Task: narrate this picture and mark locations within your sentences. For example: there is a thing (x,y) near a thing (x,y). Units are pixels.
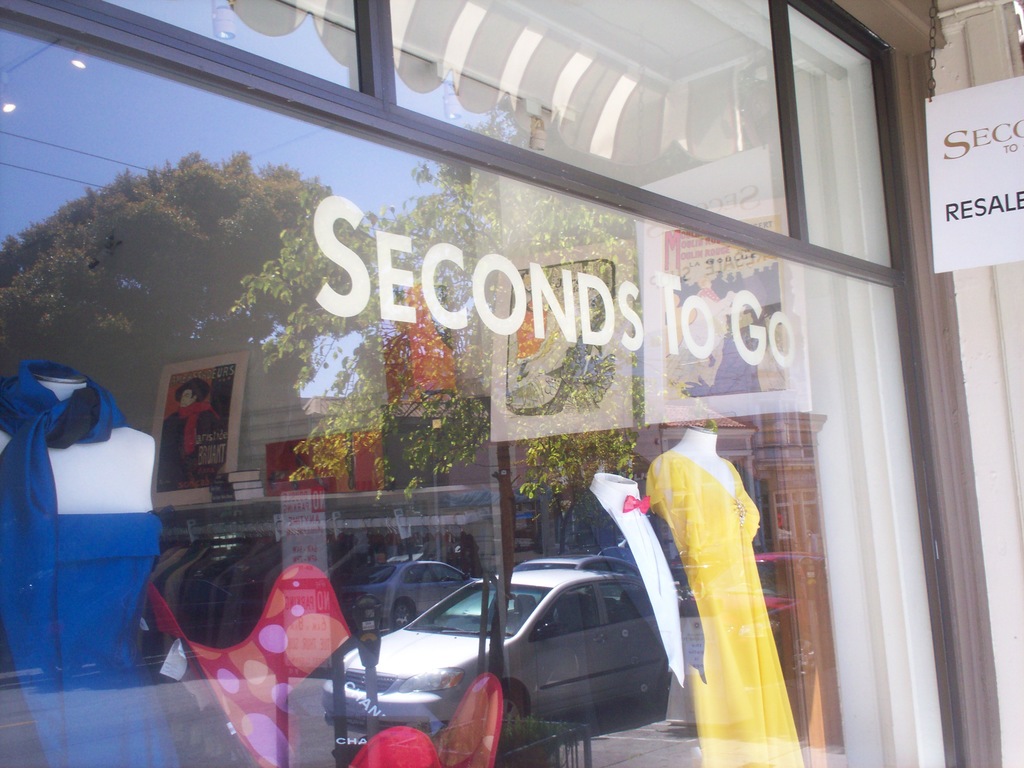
In the image there is a store front (209,561) with mannequins (644,524) behind the glass (582,485) and car reflection (534,642) on the glass (586,685) with some text (334,293) and a board (957,222) on it.
